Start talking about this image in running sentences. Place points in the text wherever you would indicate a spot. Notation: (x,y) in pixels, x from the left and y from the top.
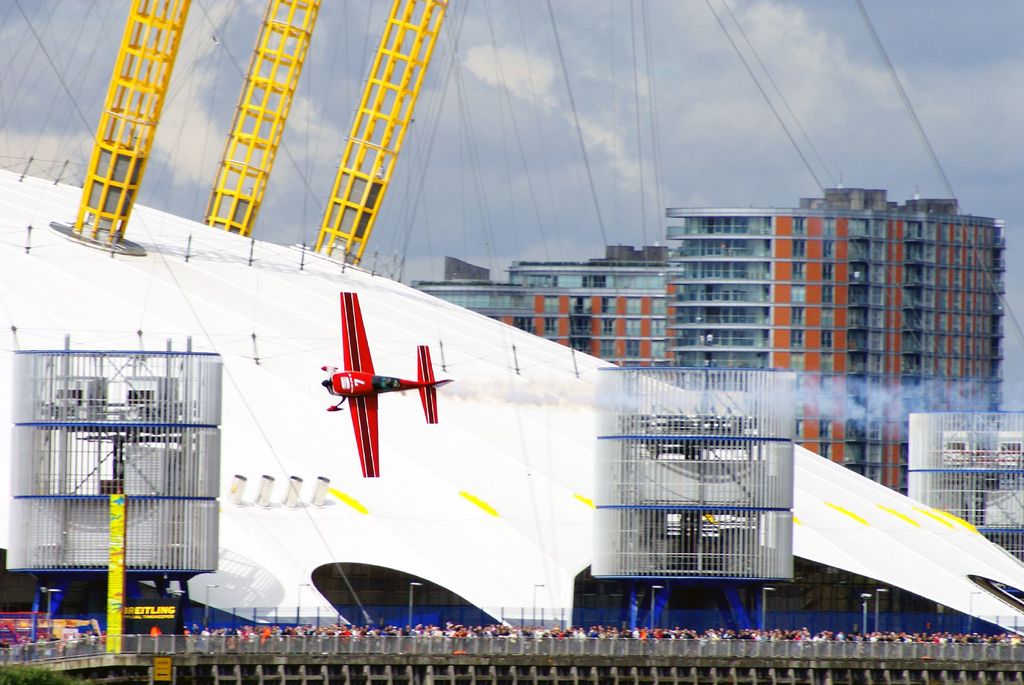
In the background (215,60) we can see the sky (427,130). In this picture we can see a building (707,249), objects (39,436), airplane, smoke (880,417), lights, poles (352,130), boards (161,668). At the bottom portion of the picture (523,649) we can see the people (814,640) and bridge (216,640). In the bottom left corner of the picture (28,683) we can see leaves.
